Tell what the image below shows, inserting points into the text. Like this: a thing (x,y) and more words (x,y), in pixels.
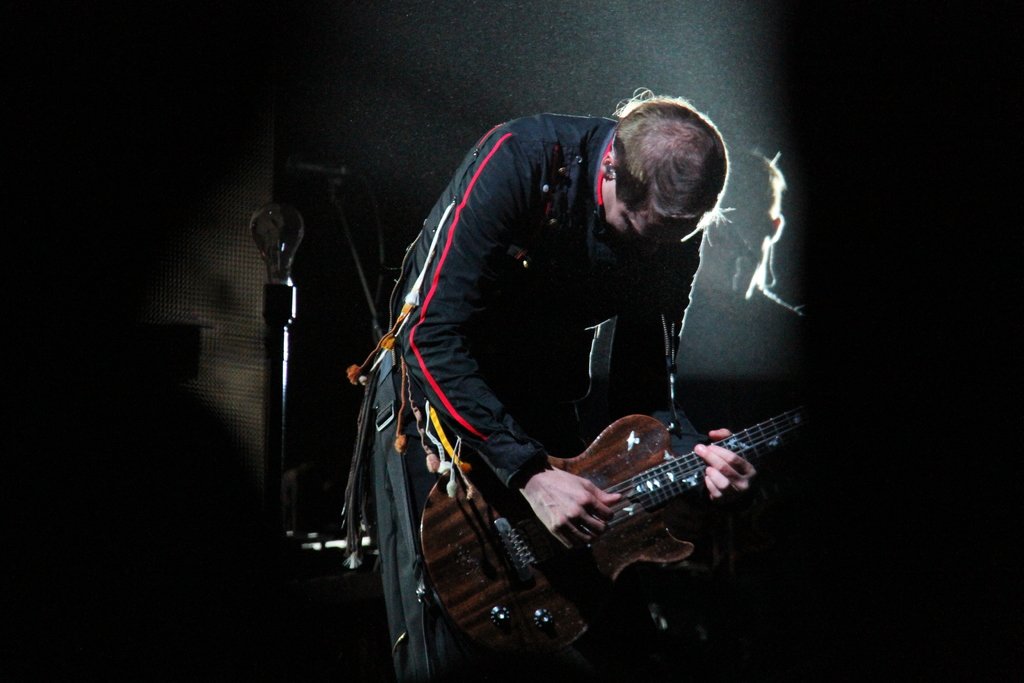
In this picture a black shirt guy (463,347) is playing a guitar (477,580) with a mic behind him. There is also a bulb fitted to the pole (280,468) to the left side of the image (286,339). In the background (753,250) we observe a guy (758,268) standing.
